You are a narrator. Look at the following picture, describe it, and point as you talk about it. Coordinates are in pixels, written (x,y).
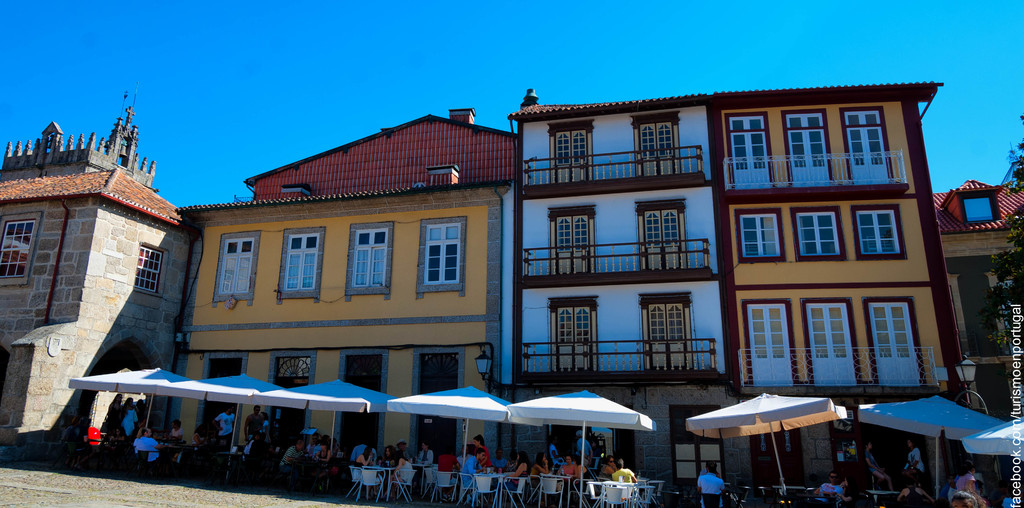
There is a group of persons (513,465) sitting on the chairs (554,490), and some persons (487,461) are standing under the umbrellas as we can see at the bottom of this image (443,460), and there are some buildings (445,339) in the background (532,369). There is a blue sky (486,80) at the top of this image (643,78).
